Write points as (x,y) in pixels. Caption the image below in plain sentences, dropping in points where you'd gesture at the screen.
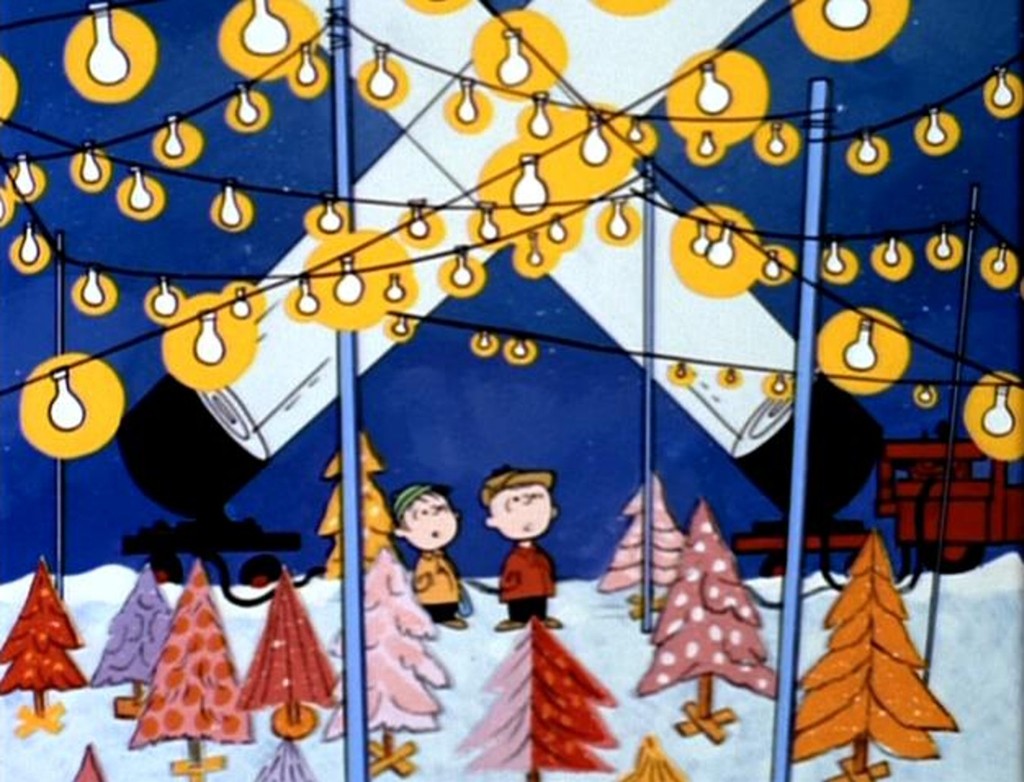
In this image we can see a cartoon picture. In the picture there are the electrical lights (619,123), flash lights (473,204), christmas trees (289,659), persons (411,523), motor vehicle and sky (627,356).
